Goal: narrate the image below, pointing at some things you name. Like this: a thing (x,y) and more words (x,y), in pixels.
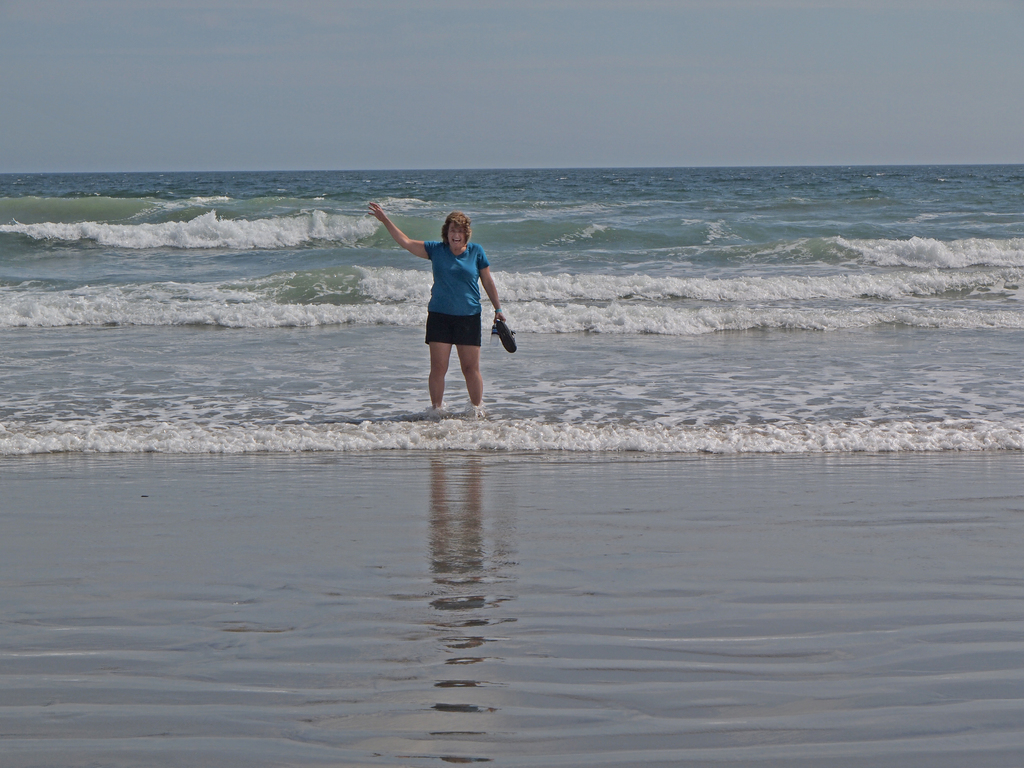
In this image I can see in the middle (457,329) a woman (470,340) is standing near the sea (485,367). She wore blue color t-shirt (463,290) and black color short (433,317), at the top (478,75) it is the sky (507,84).
